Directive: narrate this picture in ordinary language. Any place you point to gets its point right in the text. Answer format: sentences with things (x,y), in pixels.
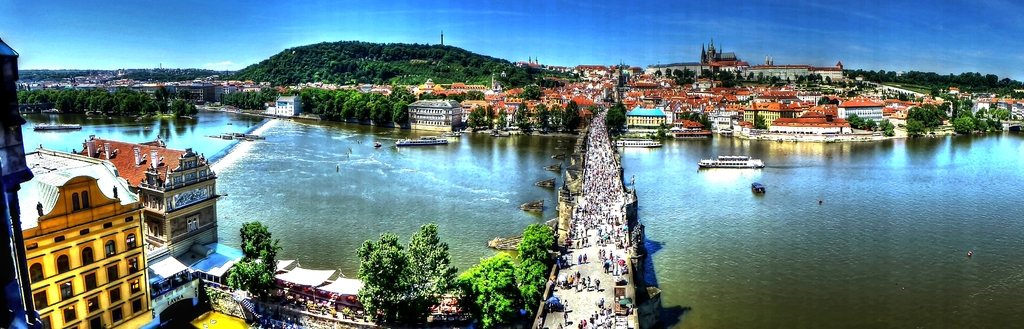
In this image I can see water (362,177) and on it I can see few boats (733,156). On the both sides of the water (303,191) I can see number of trees (394,117) and number of buildings (419,117). I can also see a road (578,192) over the water (626,157) and on the road (610,275) I can see number of people (607,170) are standing. On the top side of this image (262,56) I can see the sky (601,42).
